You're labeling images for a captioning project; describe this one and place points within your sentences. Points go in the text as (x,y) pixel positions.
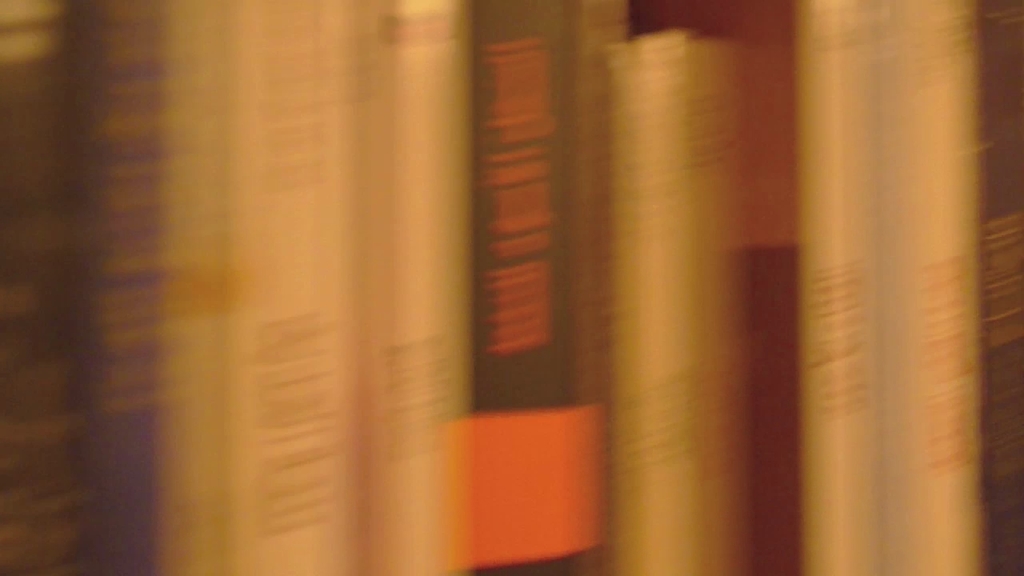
In this image there are books (682,257). There is text (535,327) on the books (598,182). The image is blurry.
